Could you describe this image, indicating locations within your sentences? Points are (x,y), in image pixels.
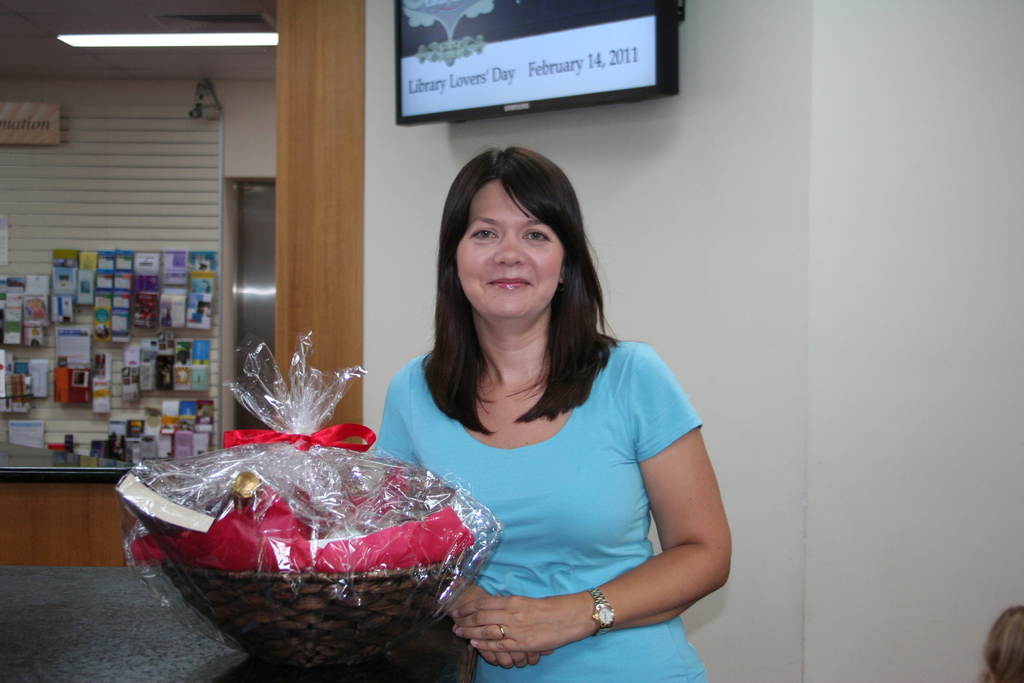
As we can see in the image there is a woman (601,377) wearing sky blue color dress (601,377). There is a wall (872,488), basket (286,556), table (79,642), screen (427,49), light (248,35), banner (33,120) and a wall (197,139). In the background (155,355) there are covers (103,326).
